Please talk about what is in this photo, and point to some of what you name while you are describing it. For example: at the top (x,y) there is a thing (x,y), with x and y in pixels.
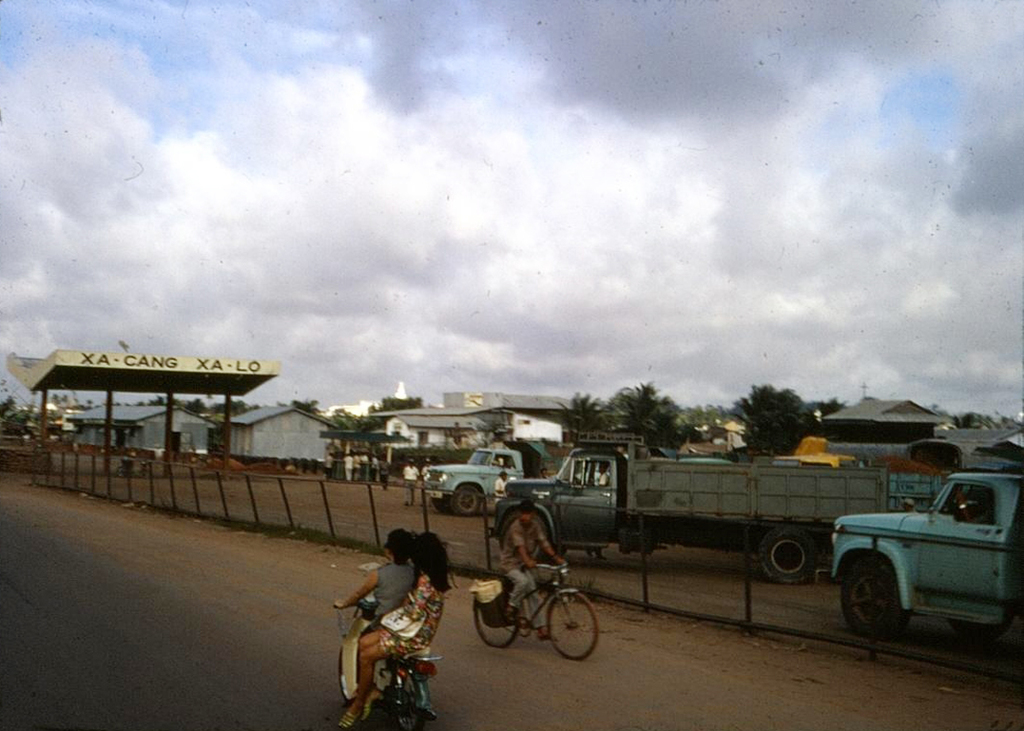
In this image we can see a vehicles (679,526) around trees (637,422), houses (279,436) and a shed (127,385). The sky (377,178) is cloudy. There are many clouds (509,196). Person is riding a bicycle (573,643) and two persons (416,614) are riding a motorbike (402,682) on the road (103,666).
